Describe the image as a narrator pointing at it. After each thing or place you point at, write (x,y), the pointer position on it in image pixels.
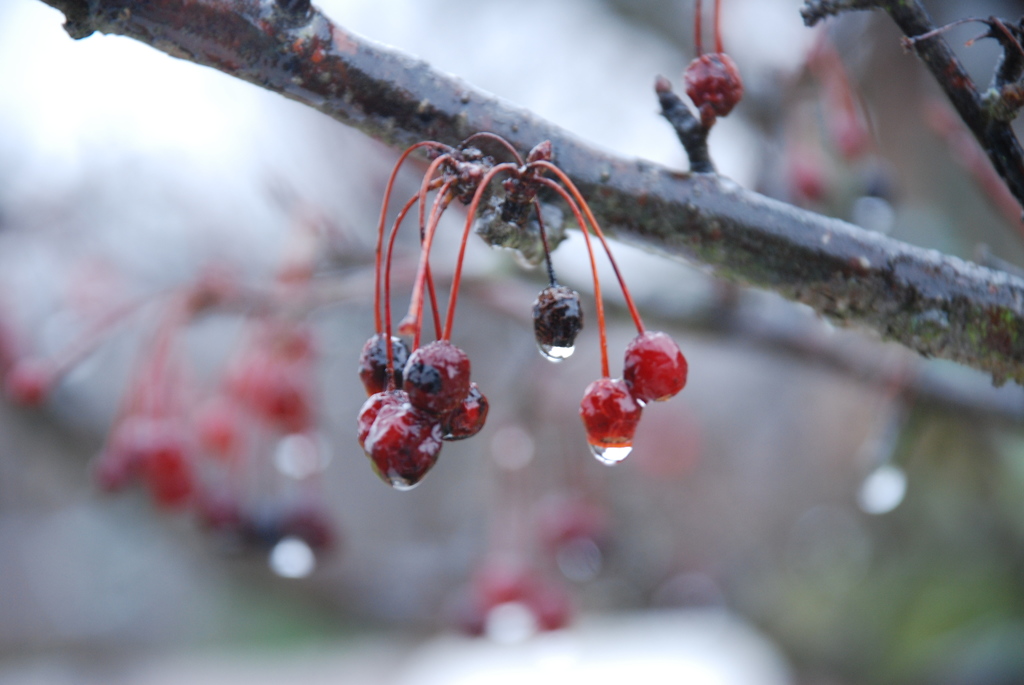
In this image I can see some fruits (442,366) to a stem (602,196). These fruits (440,368) are in red and black colors. The background (515,343) is blurred.
